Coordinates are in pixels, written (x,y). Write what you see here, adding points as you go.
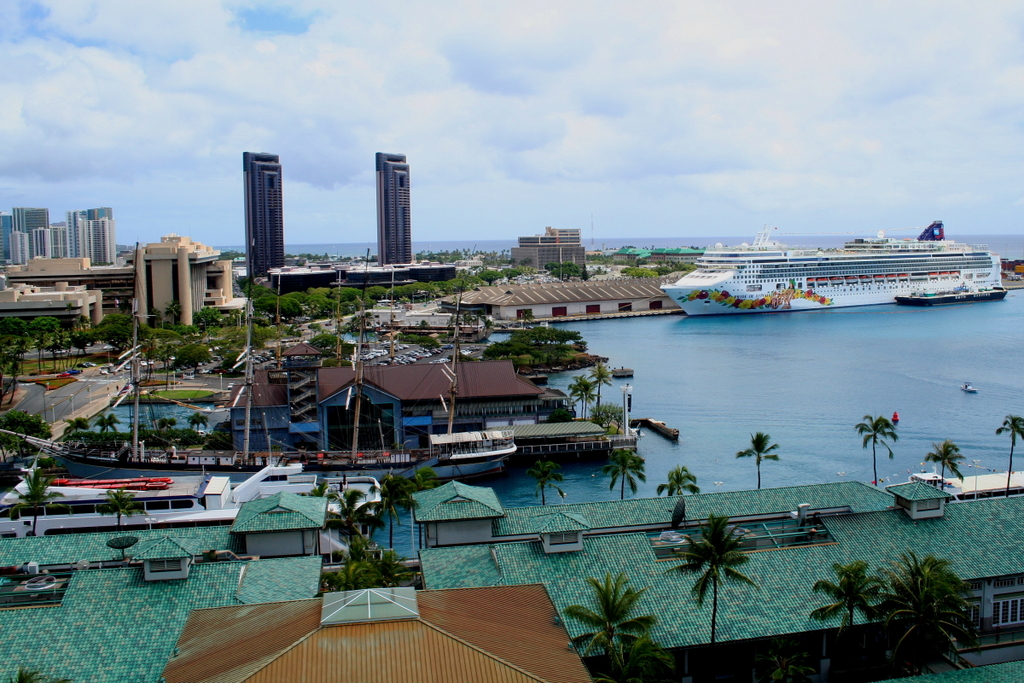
In this picture we can see a ship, boats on water (814,382), here we can see houses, buildings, trees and some objects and in the background (777,34) we can see sky (927,195) with clouds (788,42).
